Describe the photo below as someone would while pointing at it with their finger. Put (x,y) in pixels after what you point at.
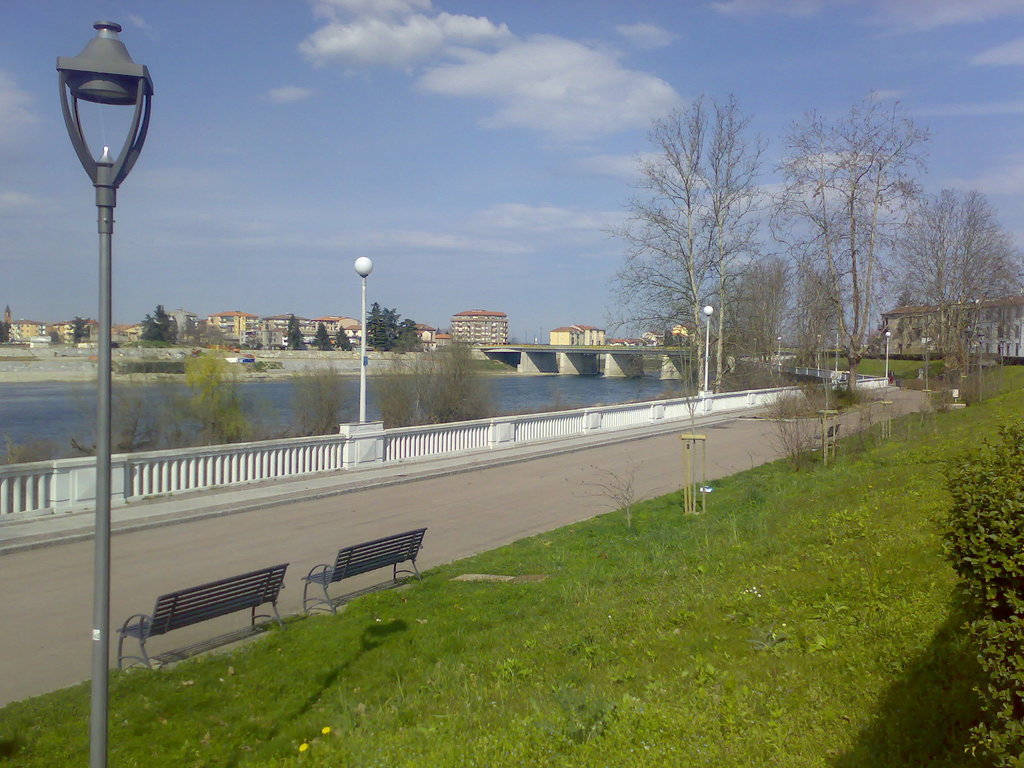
In this picture we can see the grass (643,664), light poles (364,395), plants (997,502), fence (505,437), benches (176,623) on the ground (502,485), buildings (482,313), trees (168,338), bridge (611,375) on the water (256,406) and some objects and in the background (446,85) we can see the sky (580,180) with clouds (417,244).
